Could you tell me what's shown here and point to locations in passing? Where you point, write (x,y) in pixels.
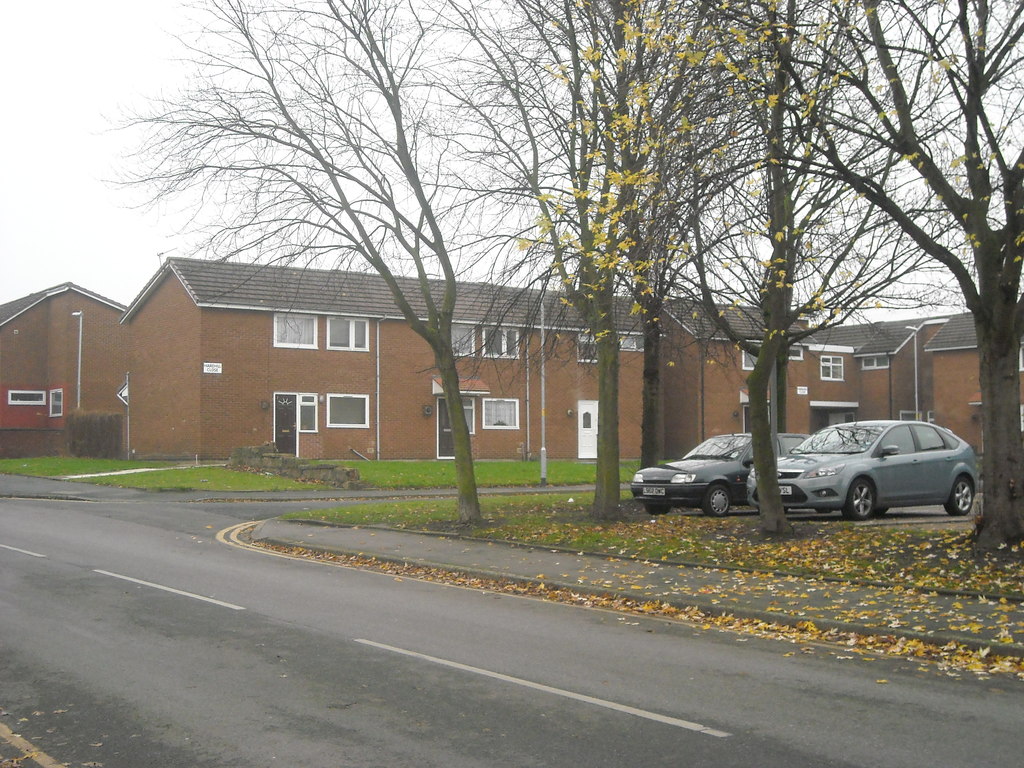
In this picture, we can see the road (402,644), and ground (687,537) with grass (841,534), and dry leaves (779,548), and we can see a few vehicles (740,436), buildings (257,383), poles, and we can see the sky (114,176).
